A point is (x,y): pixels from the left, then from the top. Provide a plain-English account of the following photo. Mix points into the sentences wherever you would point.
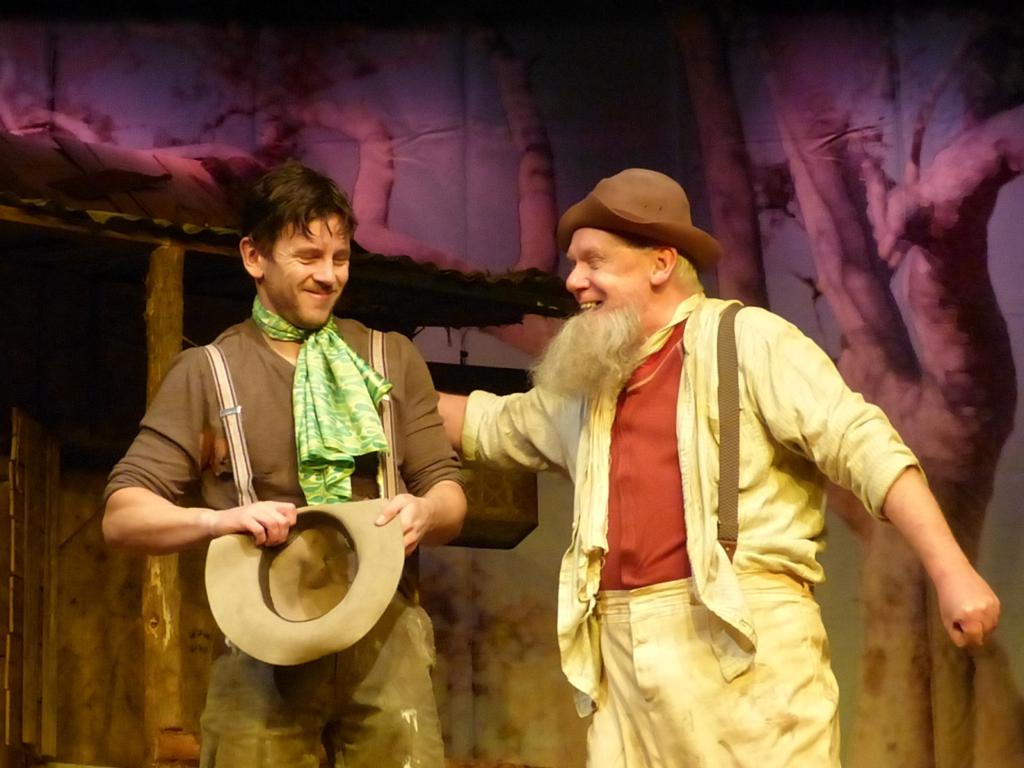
In this picture we can see an old man (889,463) on the right side (774,717) with a hat (598,206). He is smiling and touching a man (399,355) standing on the left side (324,372) with a hat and a scarf (311,371) around his neck (261,300). In the background (78,167), we can see a wooden pole (152,711), shed (146,249) and a poster (22,110) with images (879,163) of trees (761,295) and other things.
